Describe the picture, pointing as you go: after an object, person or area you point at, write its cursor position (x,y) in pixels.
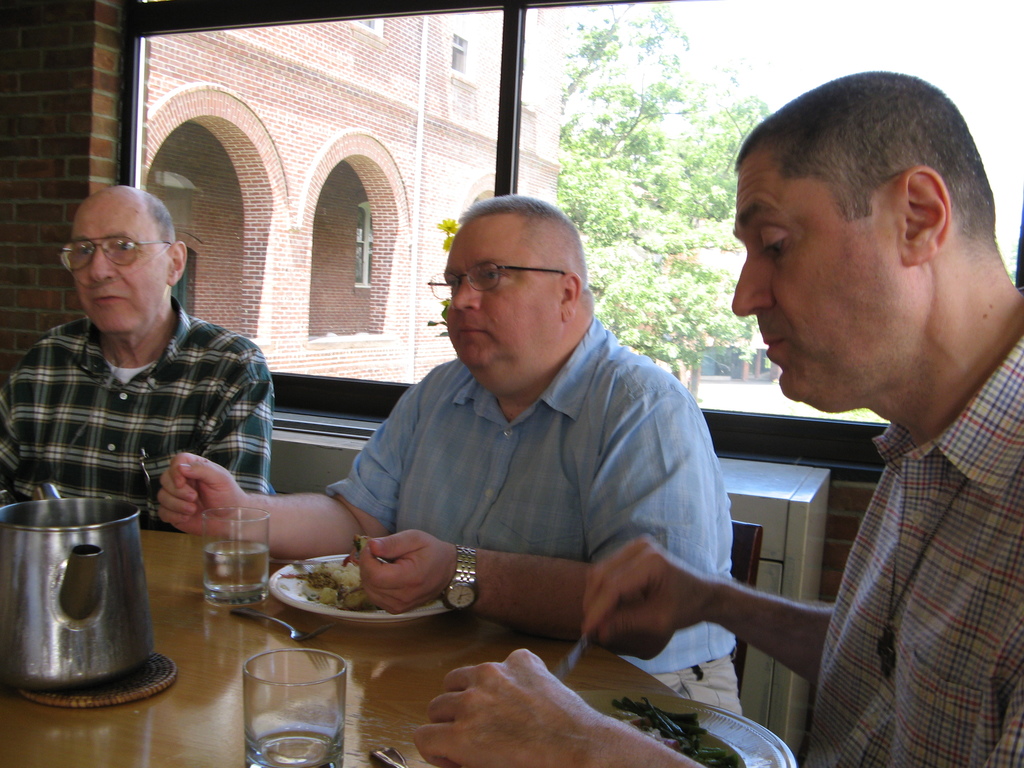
There are three man (135,350) sitting in the chair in front of a table (440,672) on which some food (355,591) in the plates (323,607) and glasses (225,551) and some jars (99,604) were placed. Two of them were wearing spectacles (92,256). From the window (527,167), in the background (697,150) there are some trees (620,180) and sky (809,44) here.
